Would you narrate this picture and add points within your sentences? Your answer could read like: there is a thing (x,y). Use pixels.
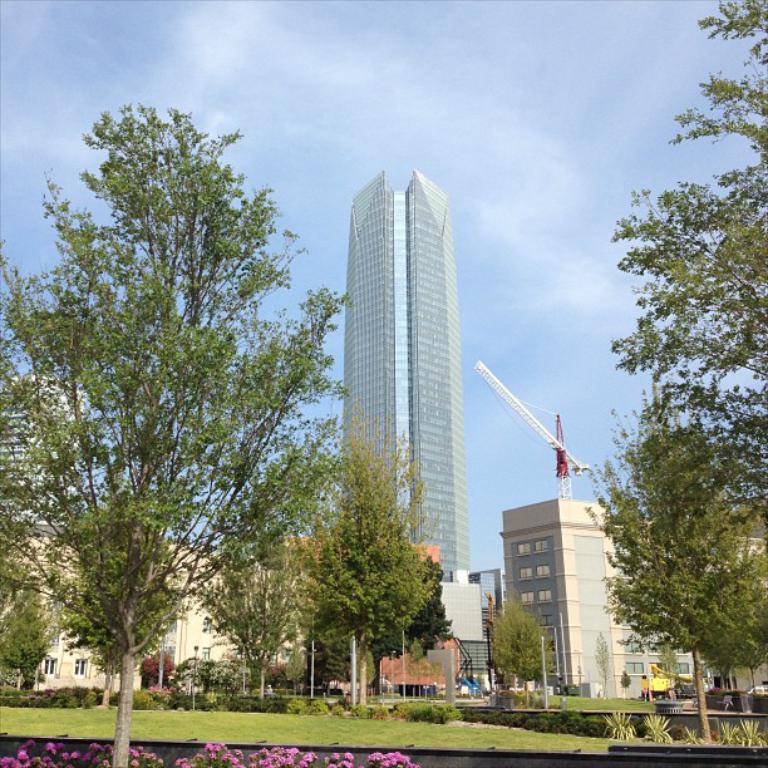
In the image I can see a place where we have some buildings (474,618), houses (12,503) and some trees (679,633) and plants (208,690) which has some flowers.
